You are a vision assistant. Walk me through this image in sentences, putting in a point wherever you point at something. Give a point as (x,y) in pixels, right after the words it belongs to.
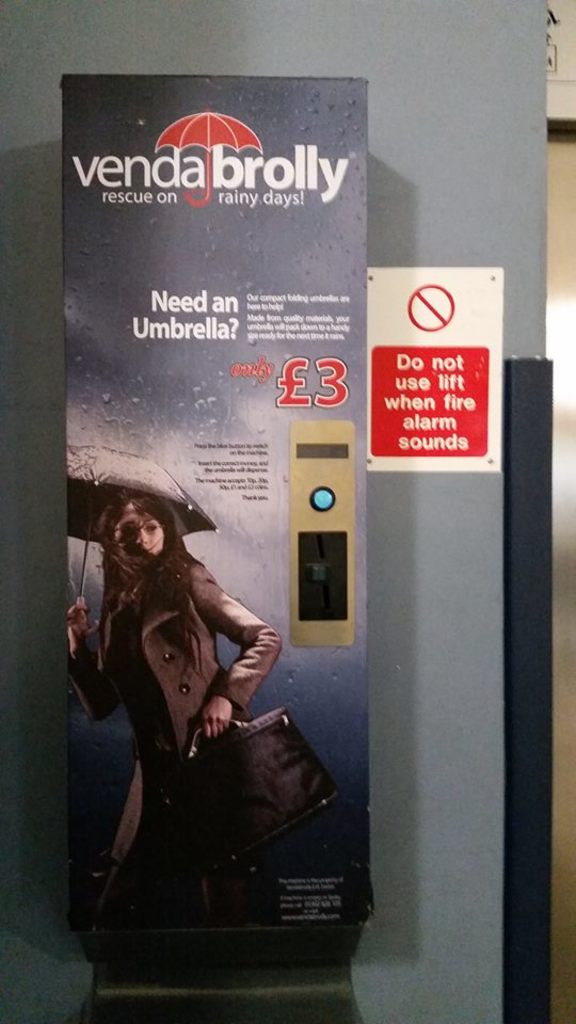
In this image we can see an advertisement (167,421) and board (430,353) on the wall (167,18).
